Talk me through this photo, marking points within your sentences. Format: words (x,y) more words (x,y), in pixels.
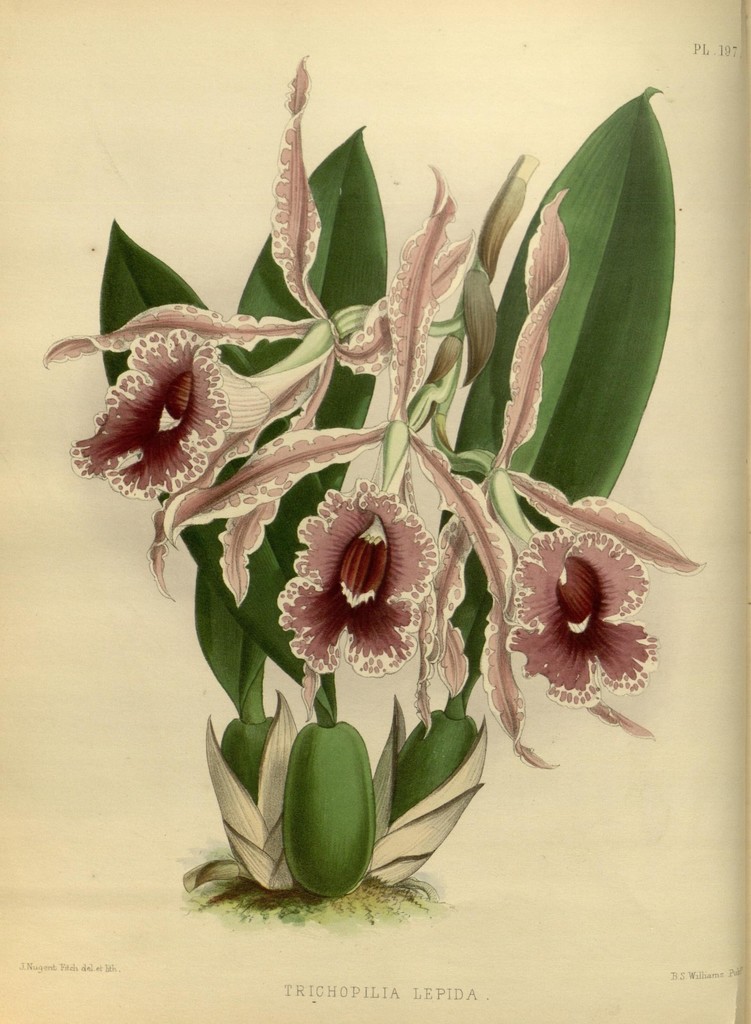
In this image, we can see flowers (388,575), leaves (207,590) and stems (311,832). At the bottom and right side (730,53) top corner, we can see some text (468,996) and numbers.
